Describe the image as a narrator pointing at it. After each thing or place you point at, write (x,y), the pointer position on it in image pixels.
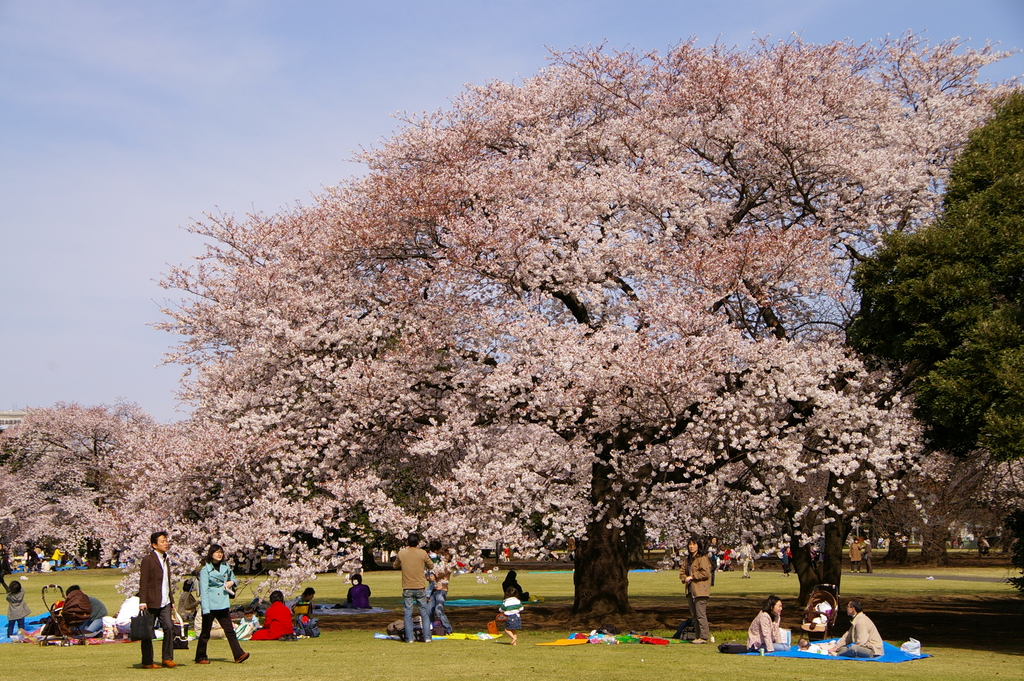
In this picture we can see a man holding a bag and a woman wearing a bag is walking on the grass (609,650). We can see two people (869,644) and a few things (827,648) on a blue sheet (806,656). There are baby carriers (825,635) and some colorful objects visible on the grass (211,647). We can see some people (367,598) are sitting on the grass (760,581) and a few people (707,587) are standing on the grass (779,575). There are kids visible on the grass (224,670). We can see the trees (183,497) from left to right. Sky (270,120) is blue in color.
